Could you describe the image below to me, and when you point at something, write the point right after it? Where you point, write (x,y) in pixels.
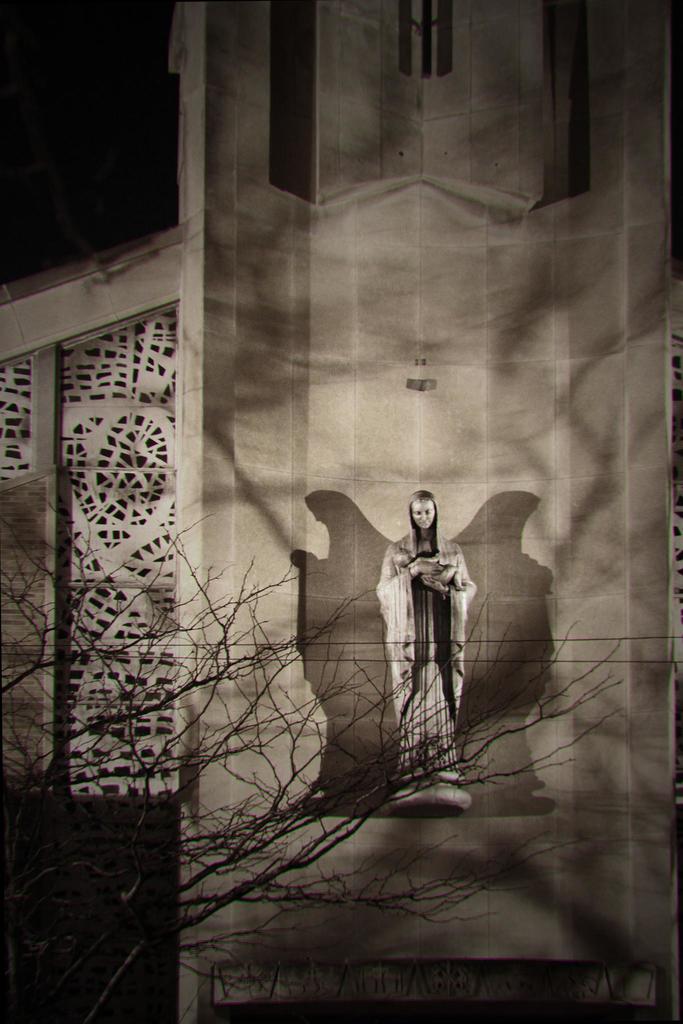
There is a building (162,575) and a sculpture (413,556) is attached to the building (233,572) and there is a dry tree (103,774) in front of the building (235,697).
